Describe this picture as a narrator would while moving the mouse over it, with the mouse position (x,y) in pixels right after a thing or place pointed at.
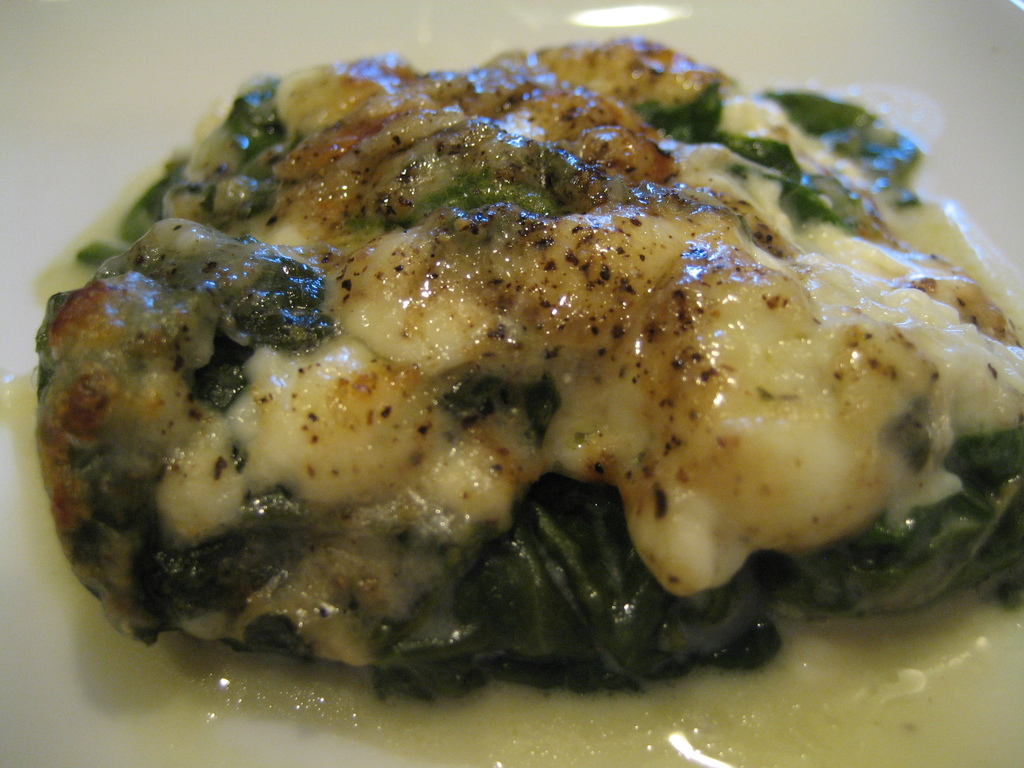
In this picture we can see food (514,385).
